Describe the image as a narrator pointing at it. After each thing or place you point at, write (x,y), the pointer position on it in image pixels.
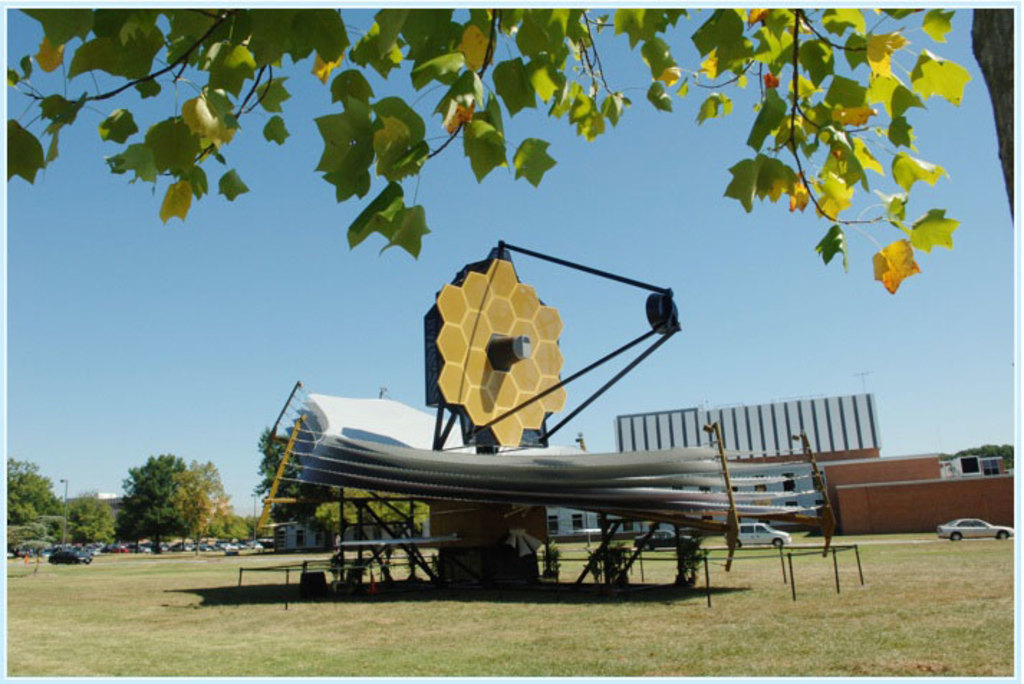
In the image there is a tree (777,138) in the foreground (777,138), behind that there is a huge telescope (468,500) and around the telescope (600,490) there is a grass surface (817,590) and in the background (53,505) there are vehicles (54,549), trees (21,499) and a building (790,469).
